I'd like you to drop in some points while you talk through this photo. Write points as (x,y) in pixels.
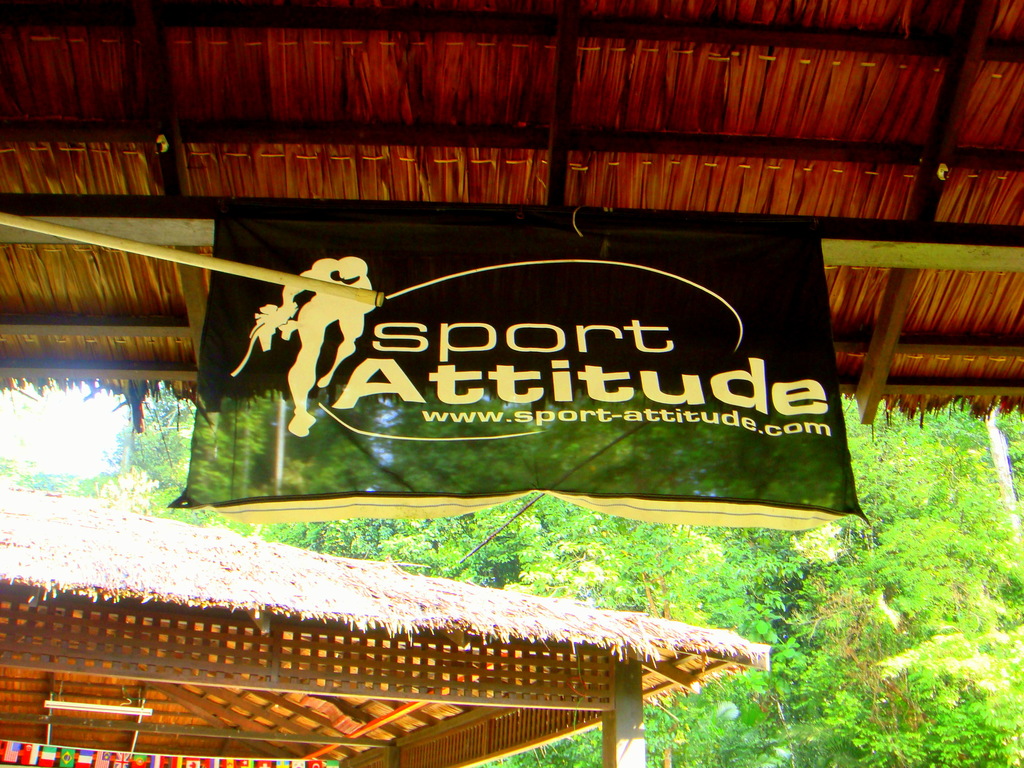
This image consists of huts (257,582). In the front (332,442), we can see a banner (486,352) tied to the roof (347,181). In the background (851,625), there are trees (541,543).
